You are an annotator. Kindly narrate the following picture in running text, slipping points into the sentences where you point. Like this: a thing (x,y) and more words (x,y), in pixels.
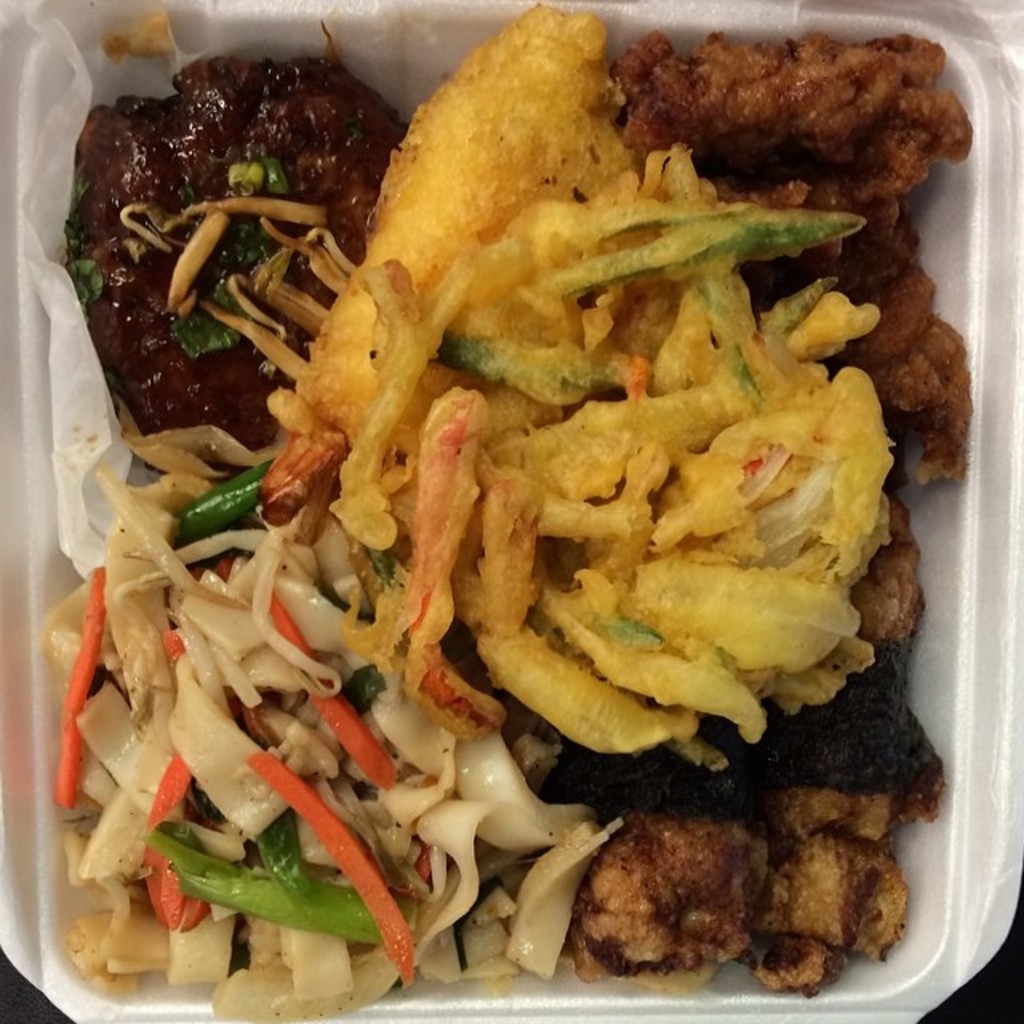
In the picture we can see a square shape bowl (900,990) in it we can see some vegetable slices (367,889), fries (688,660) and some curries (151,389).
